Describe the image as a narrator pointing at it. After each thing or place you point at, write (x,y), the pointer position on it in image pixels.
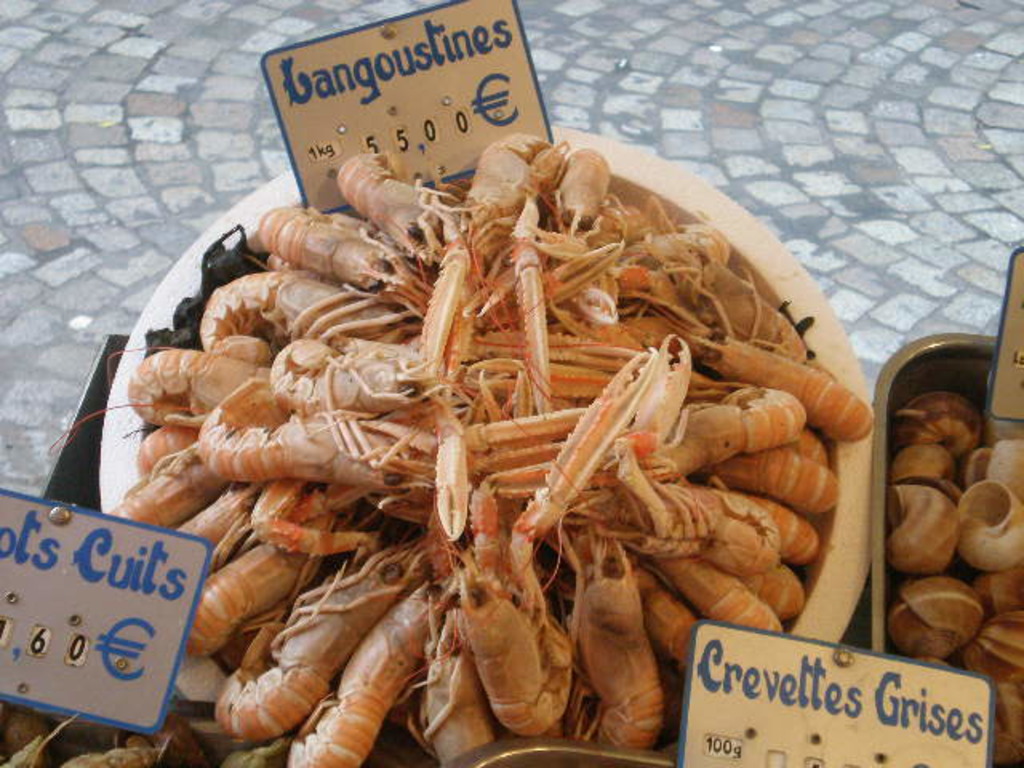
There are dry shrimps (287,328), shells (958,492) of snails (983,595) and other objects (34,745) arranged in the bowls (630,160) along with the cards (123,594) on the table (115,358), near a floor (82,116).
